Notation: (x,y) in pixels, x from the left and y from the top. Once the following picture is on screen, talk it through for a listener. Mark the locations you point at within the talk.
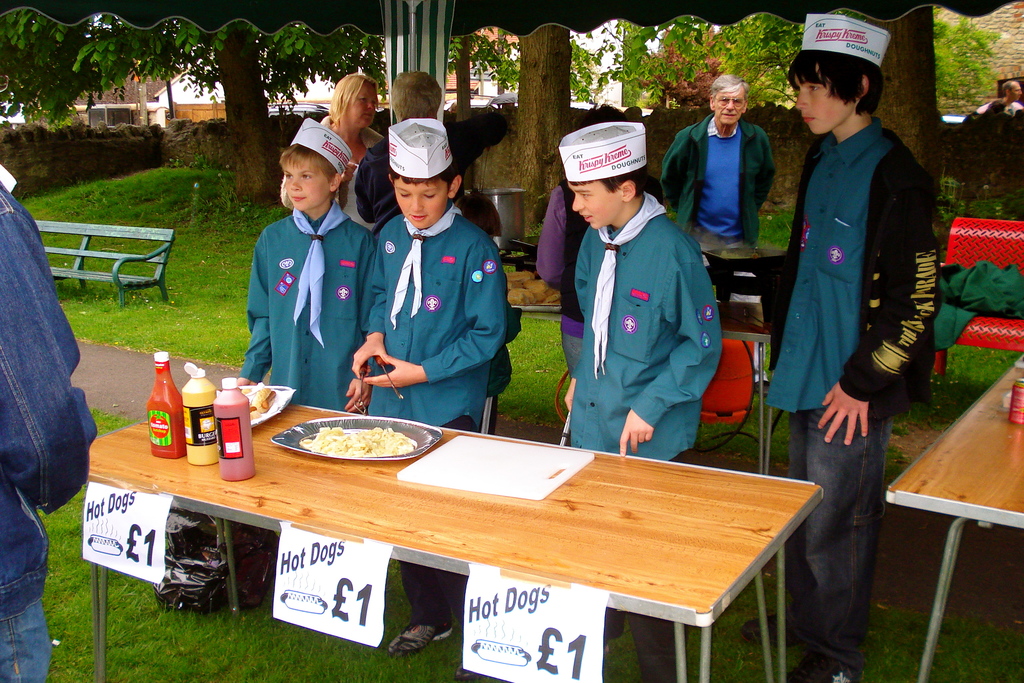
The picture is taken outside under a tent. There are four kids (651,345) standing besides a table (363,522), on the table (594,523) there is a plate (302,432), food (329,437) and some bottles (203,440). There are some papers (279,559) stick to the table (576,580) and some text (493,601) printed on it. All the kids (330,308) are wearing blue shirts (661,273) and white hats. Towards the left (52,436) there is a man (24,224) wearing a denim jacket (37,447) and there is a bench (70,224). In the background (454,71) there is a wall (120,156) and group of trees (758,42).
